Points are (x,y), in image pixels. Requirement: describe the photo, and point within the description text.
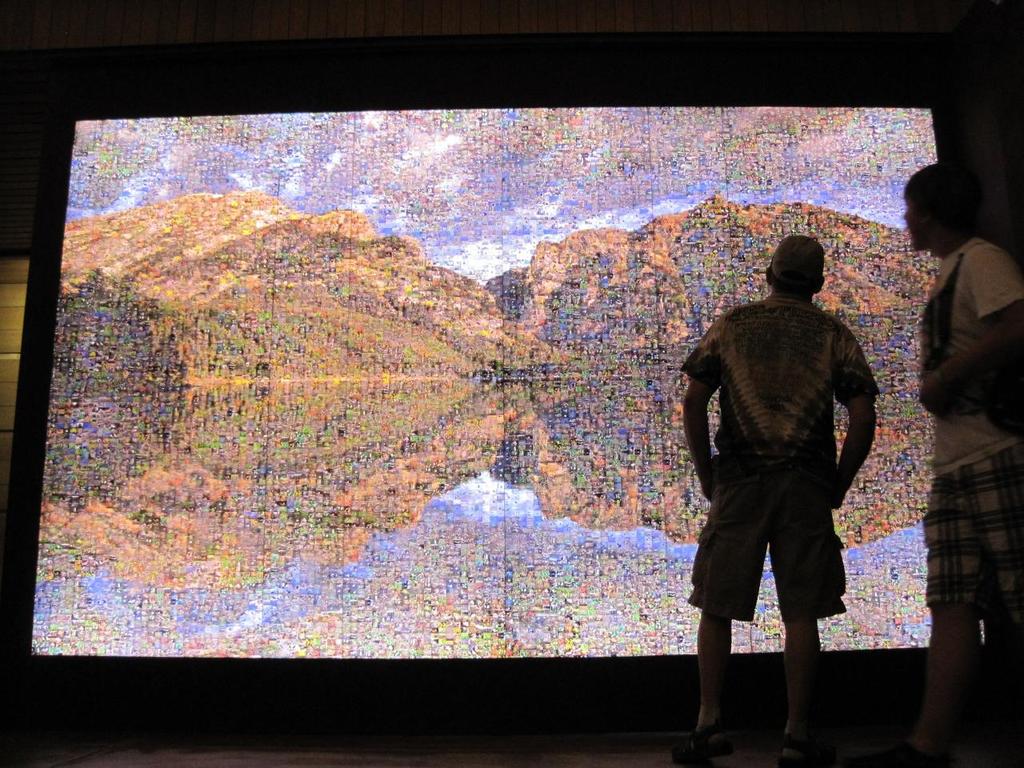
In this image there are two men (825,463) standing towards the bottom of the image (734,532), there is a man (777,545) wearing a cap (812,264), there is a screen (872,277), there is water (359,477), there is a tree (115,348), there are mountains (256,309), there is the sky (440,155), there is a wall (866,16) towards the top of the image (574,12).
